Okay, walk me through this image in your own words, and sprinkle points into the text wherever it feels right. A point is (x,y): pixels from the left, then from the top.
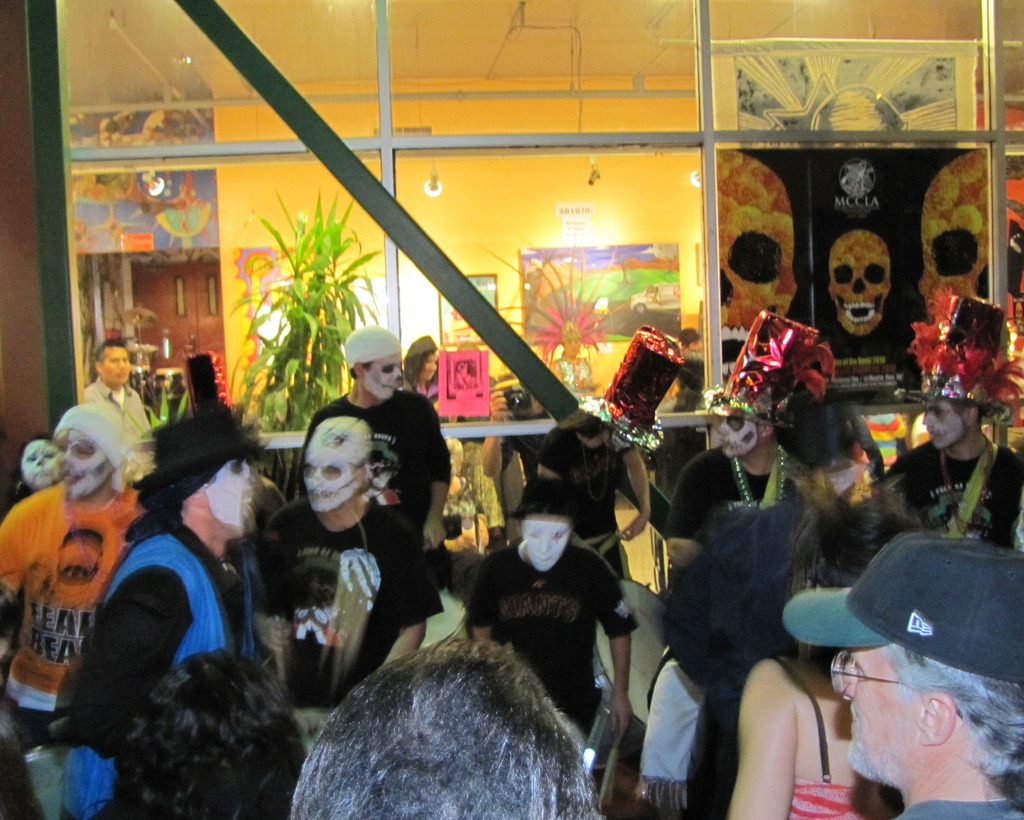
In this picture, we see the people (583,562) who are wearing the face masks (233,520) are standing. At the bottom (839,656), we see a man (887,734) is wearing the spectacles (833,666) and a cap (819,624). Behind them, we see the glass door (378,306) or a window (545,353) from which we can see the flower pots (332,351) and two people (504,439) are standing. We even see a wall (359,282) on which posters (471,382) and photo frames (270,294) are placed. On the left side (177,360), we see a door (157,341). On the right side (887,344), we see a board (753,262) or a poster (895,250) in black color is pasted on the glass door (438,127).
